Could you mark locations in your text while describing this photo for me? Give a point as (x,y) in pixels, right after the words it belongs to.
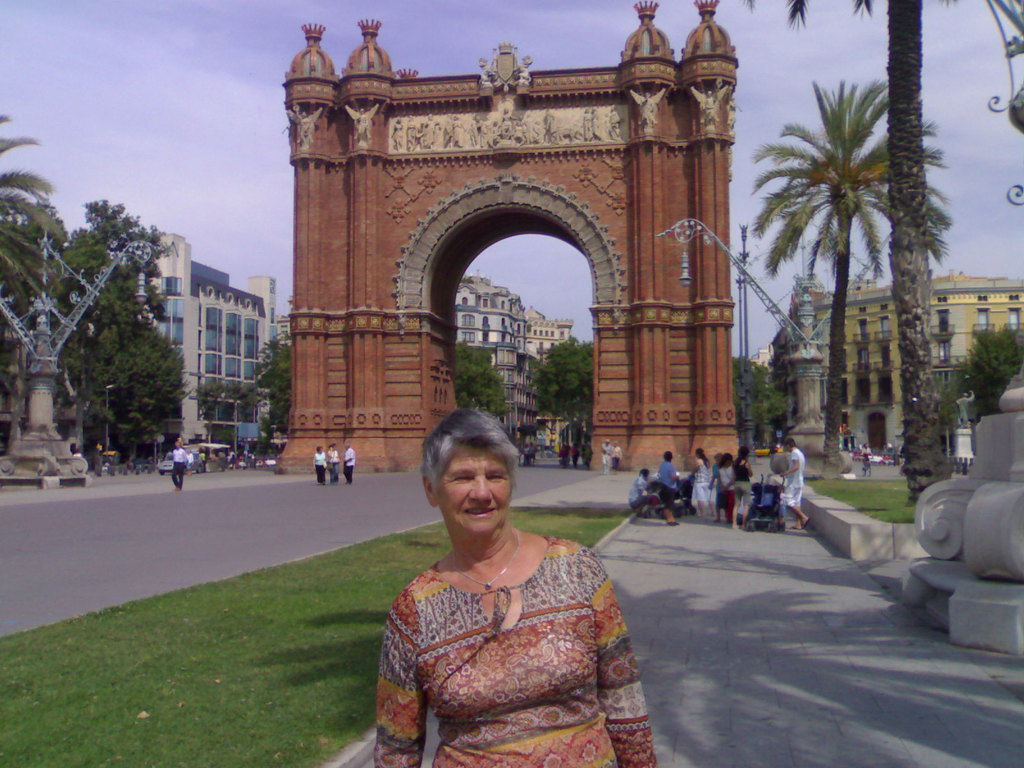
In this image there is a woman (492,653) in the front (498,635) having smile on her face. In the background (345,581) there is grass (342,596) on the ground (345,581) and there are persons (748,489) standing, walking, and sitting. There is an arch (390,292) and there are buildings (510,357), trees (485,366), and the sky (151,112) is cloudy.
